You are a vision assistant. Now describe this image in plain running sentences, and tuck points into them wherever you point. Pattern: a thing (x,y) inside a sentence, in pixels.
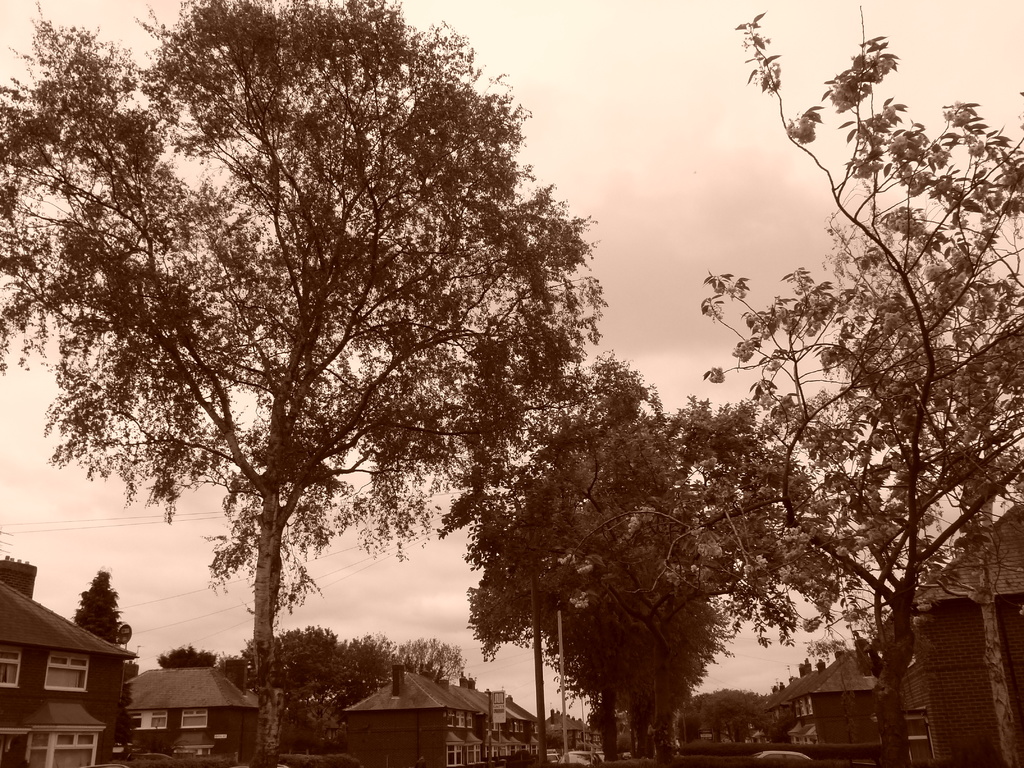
In this image I can see the houses (386,728). In the background (450,558), I can see the trees (544,554) and clouds (686,213) in the sky (718,214). I can also see the image is in black and white color.
